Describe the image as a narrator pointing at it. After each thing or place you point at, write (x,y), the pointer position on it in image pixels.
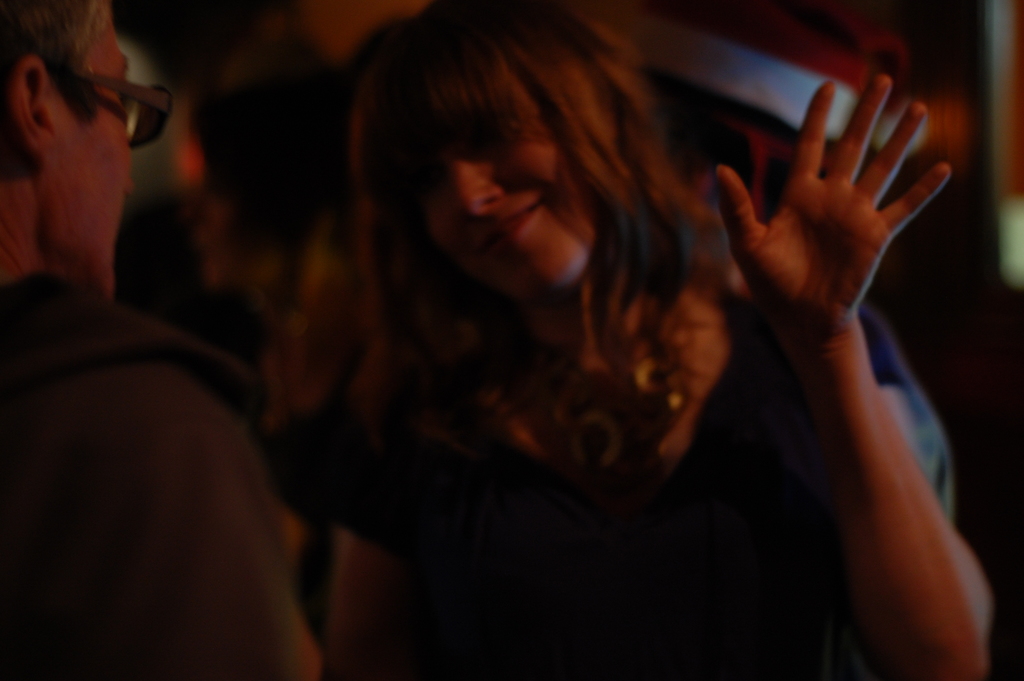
In the picture we can see a man (1,465) and a woman (578,573) standing and looking at each other and woman (610,674) is smiling and showing her hand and she is in a loose hair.
